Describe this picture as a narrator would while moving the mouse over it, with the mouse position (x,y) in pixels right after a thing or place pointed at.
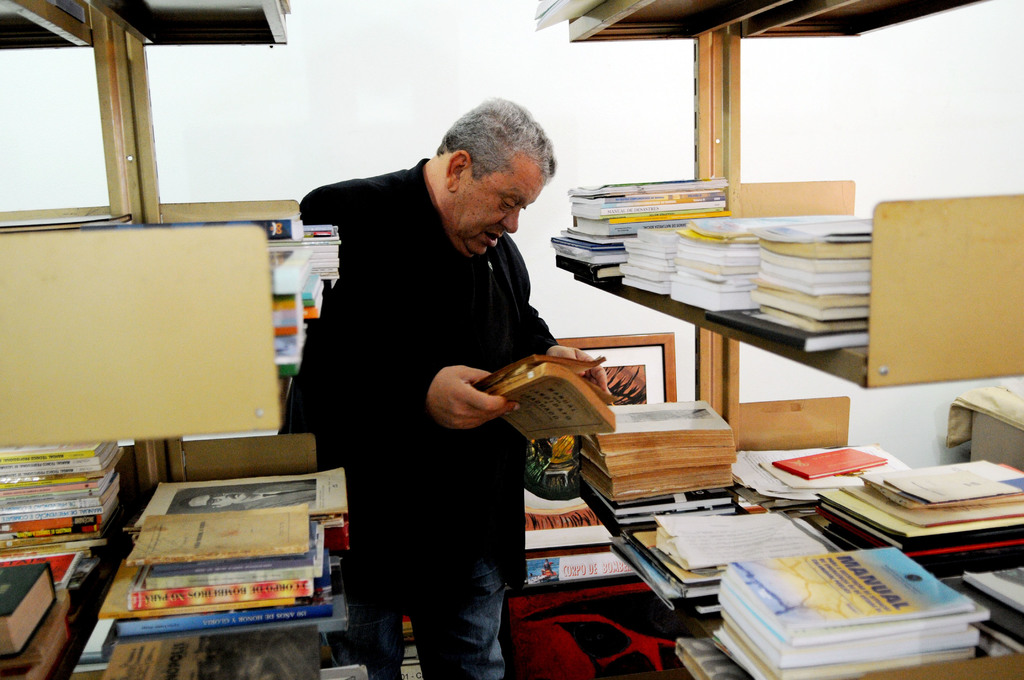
There is a person (458,258) in black color shirt (420,277), holding books (524,410) with both hands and standing on the floor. On both sides of him, there are books (649,208) arranged in shelves (83,608). In the background (300,54), there is white wall (269,51).
